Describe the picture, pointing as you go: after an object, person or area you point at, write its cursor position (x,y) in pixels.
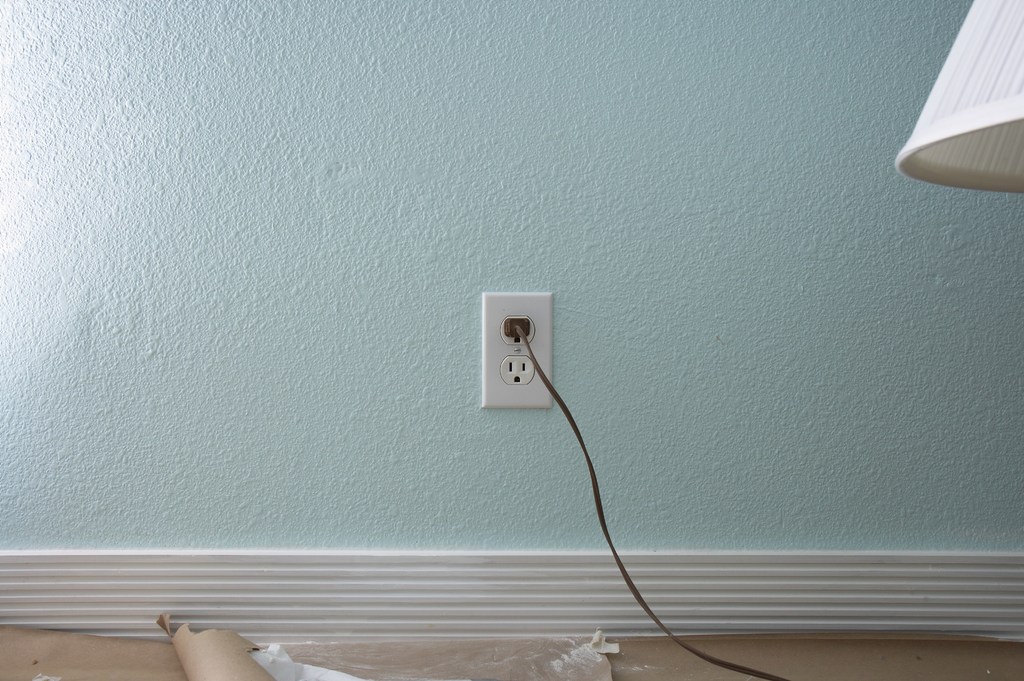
In this picture I can see the wall (566,433) in front (528,133) and in the center of this picture (486,335) I can see a switch socket (509,340) and I see a cable (524,327). On the right top of this image (918,117) I can see a white color thing (993,85). On the bottom of this picture (43,660) I see the brown color things (223,653).
